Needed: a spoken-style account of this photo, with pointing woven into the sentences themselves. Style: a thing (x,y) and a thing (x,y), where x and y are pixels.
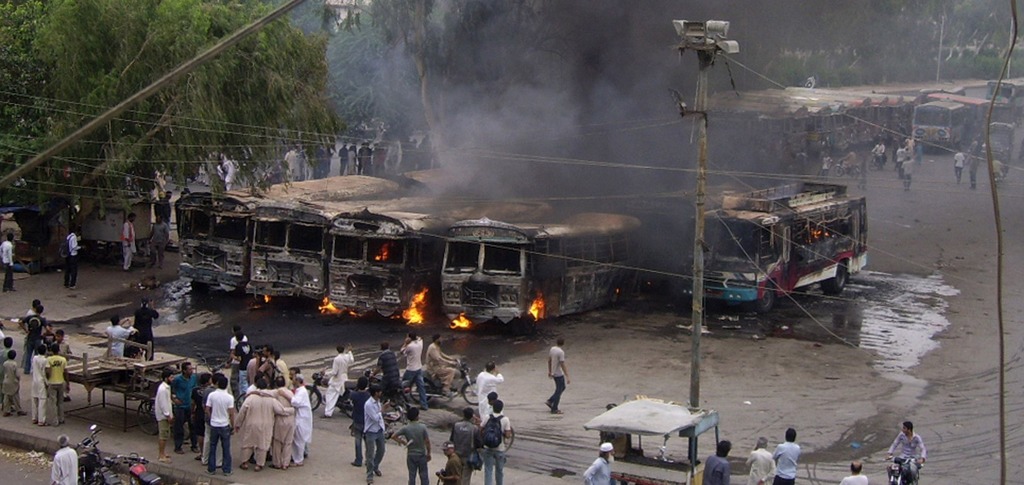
In the center of the image (531,254) we can see a few vehicles (485,280) are burning in the fire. At the bottom of the image (350,393), we can see a pole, bikes (345,413), few people (306,408) are standing and a few other objects (497,439). Among them, we can see a few people (244,411) are holding some objects (490,420) and a few people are riding bikes (412,395). In the background (933,32), we can see trees (448,21), vehicles (870,115), few people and a few other objects (116,234).
